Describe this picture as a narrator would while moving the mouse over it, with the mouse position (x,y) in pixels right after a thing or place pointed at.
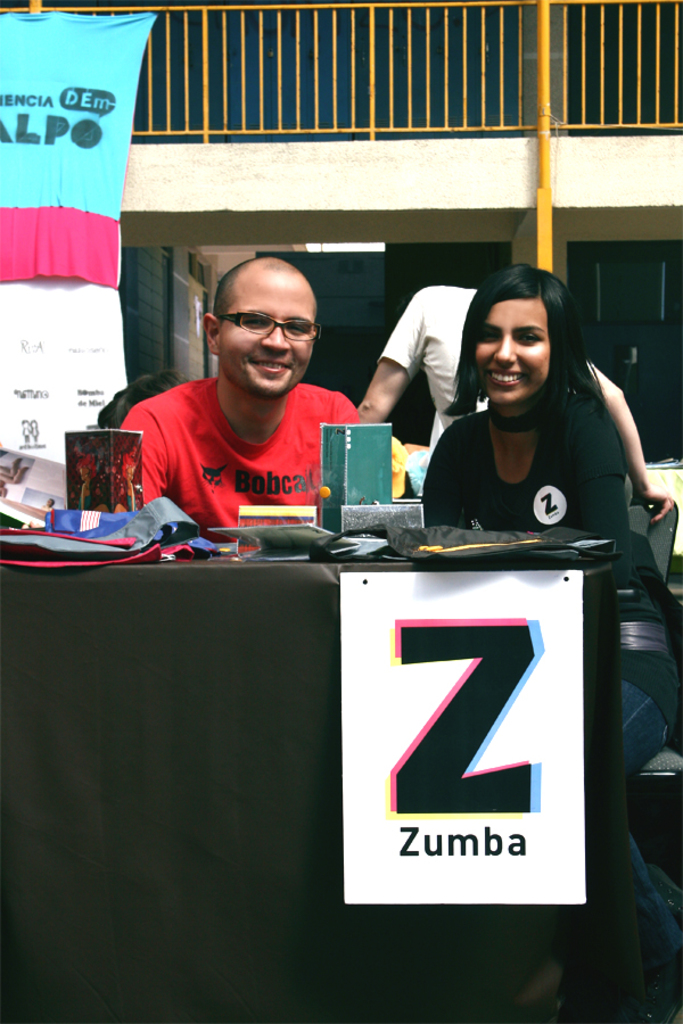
In the picture we can see a man (232,341) and a woman (517,413) sitting on the chairs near the desk (153,835), on it we can see some things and in the background (567,116), we can see some person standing and bending and we can also see a house building (665,130) with a railing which is yellow in color and some banners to it.
